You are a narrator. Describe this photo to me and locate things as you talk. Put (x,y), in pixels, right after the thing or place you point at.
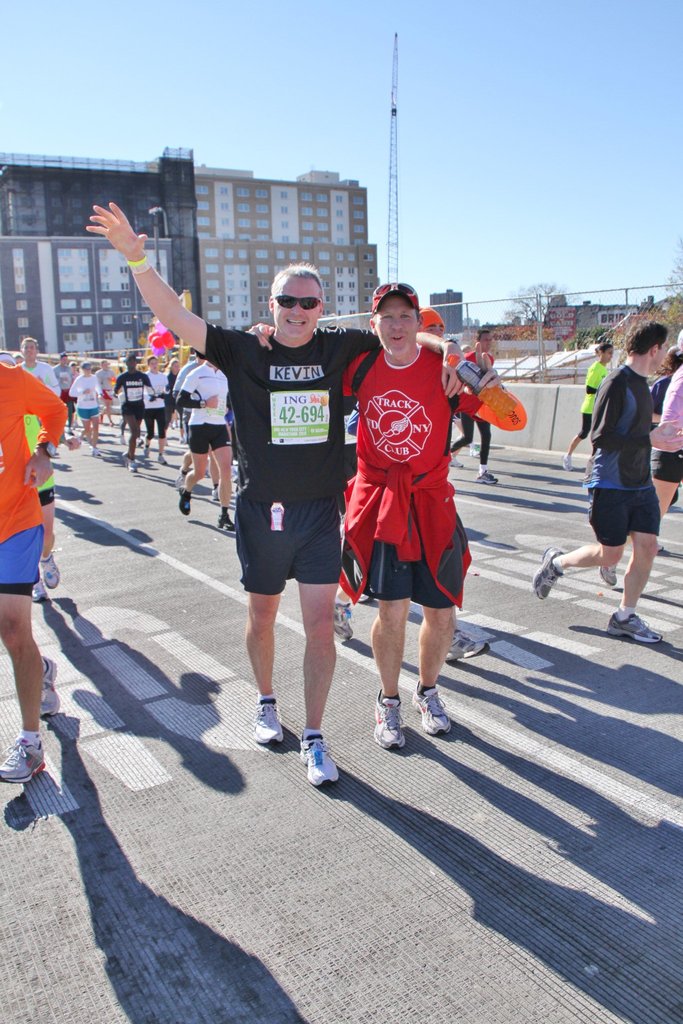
In this picture we can see a group of people (7,421) running on the road (651,570) where some are walking and in the background (282,268) we can see fence (538,316), trees (531,302), buildings (256,256) with windows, sky (516,282).
